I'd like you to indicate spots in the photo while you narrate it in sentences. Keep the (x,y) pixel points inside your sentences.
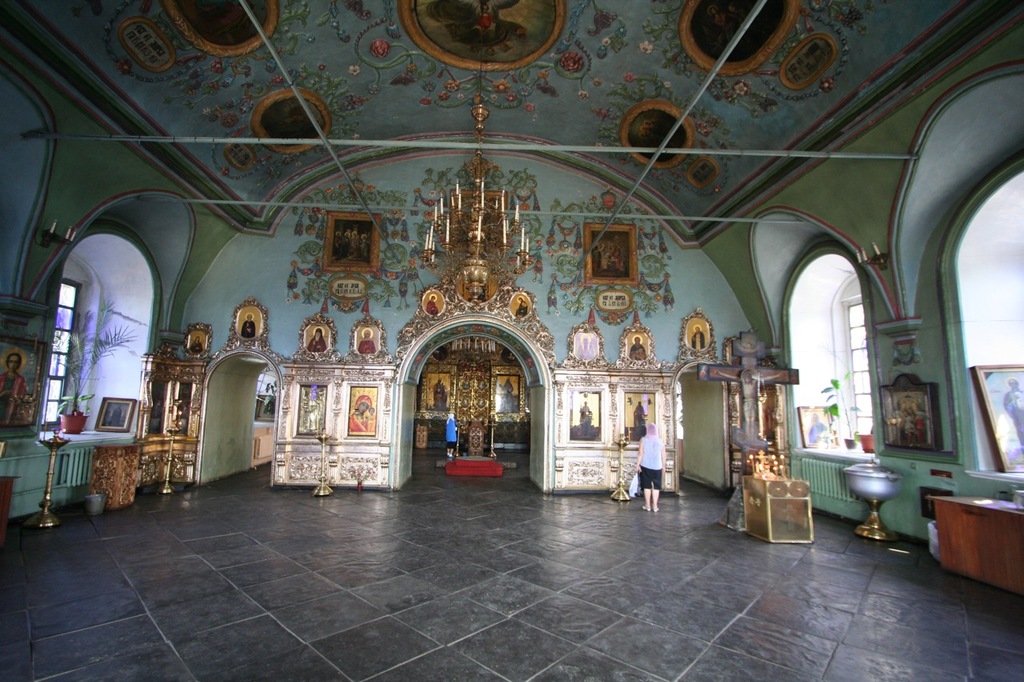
This picture is inside view of a room (483,407). We can see chandelier (514,215), roof (622,114), rods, frame (373,393), floor (620,597) and a person (658,451) is standing and some objects (760,505) are present, a table (981,520) are there.
